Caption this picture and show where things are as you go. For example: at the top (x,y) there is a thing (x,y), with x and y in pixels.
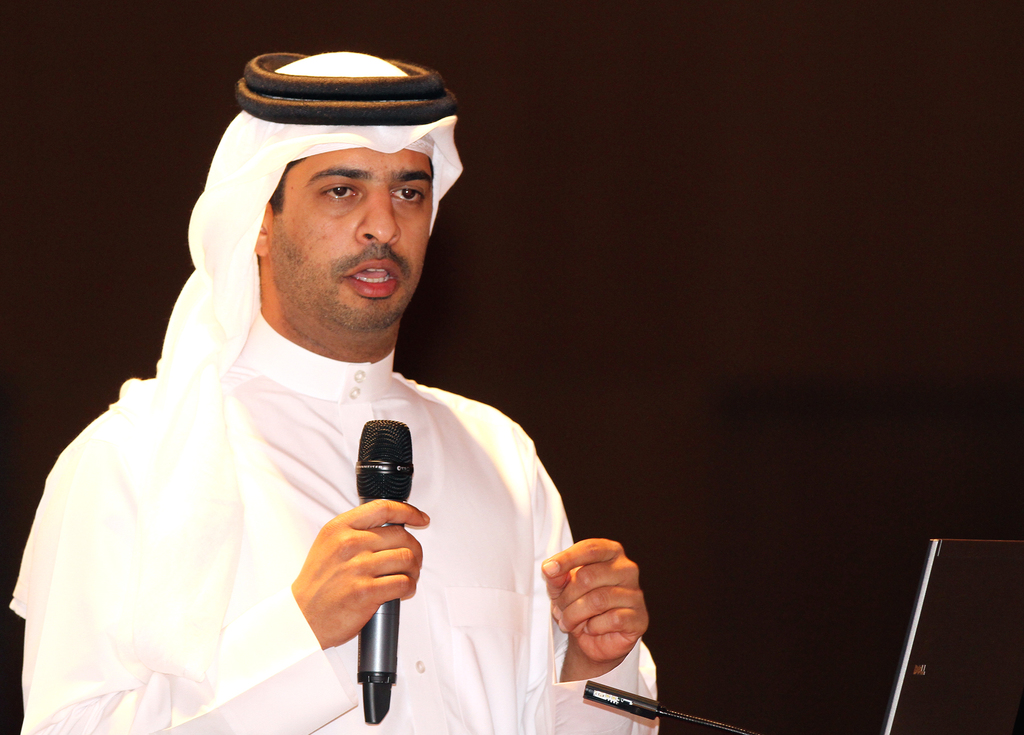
Man (288,591) standing holding a mic (389,466).
